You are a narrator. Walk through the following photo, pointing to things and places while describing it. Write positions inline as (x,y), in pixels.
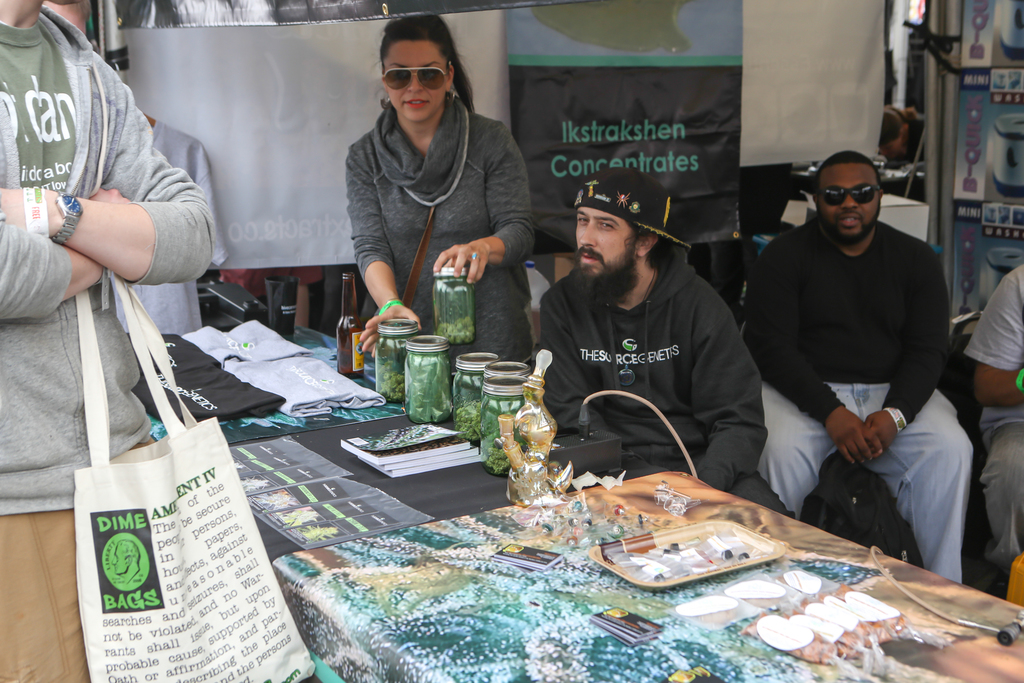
In this picture there are two persons (53,234) standing and holding the objects (202,657). There are group of people (837,339) sitting. There are t-shirts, bottles (347,367), books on the table (492,605) and there is a tray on the table (522,536). At the back (639,36) there are hoardings (722,233) and there is a text (658,172) on the hoardings (724,221).
